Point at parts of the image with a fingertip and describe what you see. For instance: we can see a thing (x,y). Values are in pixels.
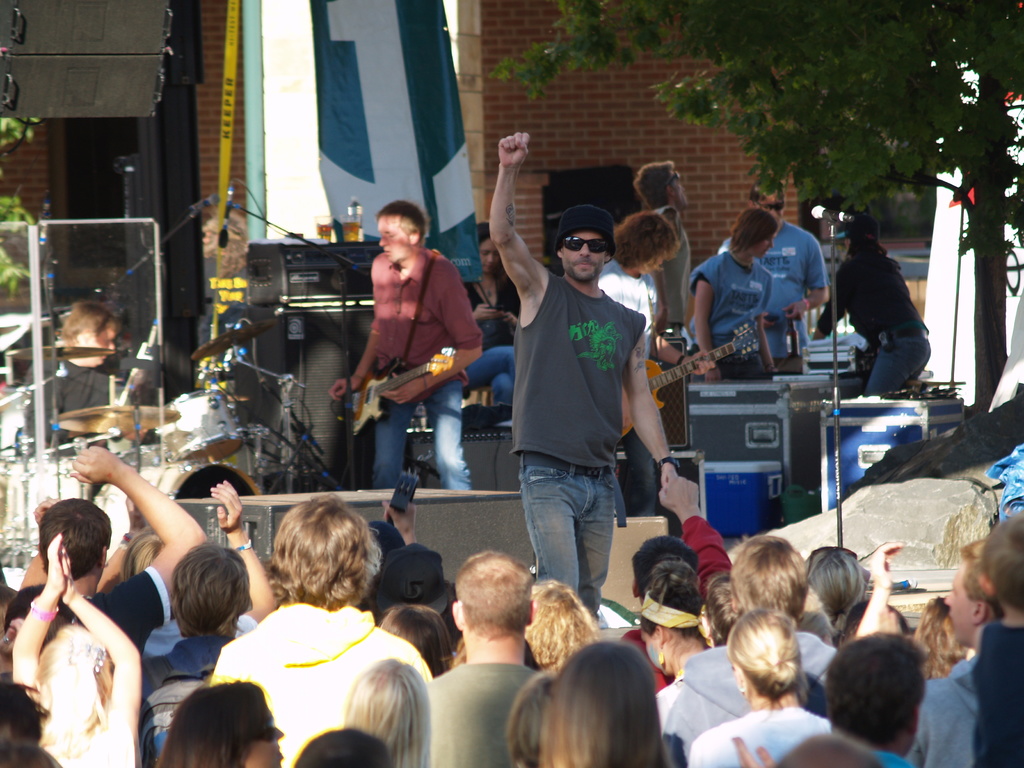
In the foreground of the picture (1021,737) there are people (463,671). In the middle of the picture (585,301) we can see speakers (327,381), drums (1,446), mic (206,199), stand (281,411), people (625,351) and various other objects (731,377). In this picture, in the center (357,373) we can see people (428,328) playing various musical instruments (409,380). In the background (388,110) there are trees (946,80), building (304,118), banner (355,105) and other objects (957,266).
